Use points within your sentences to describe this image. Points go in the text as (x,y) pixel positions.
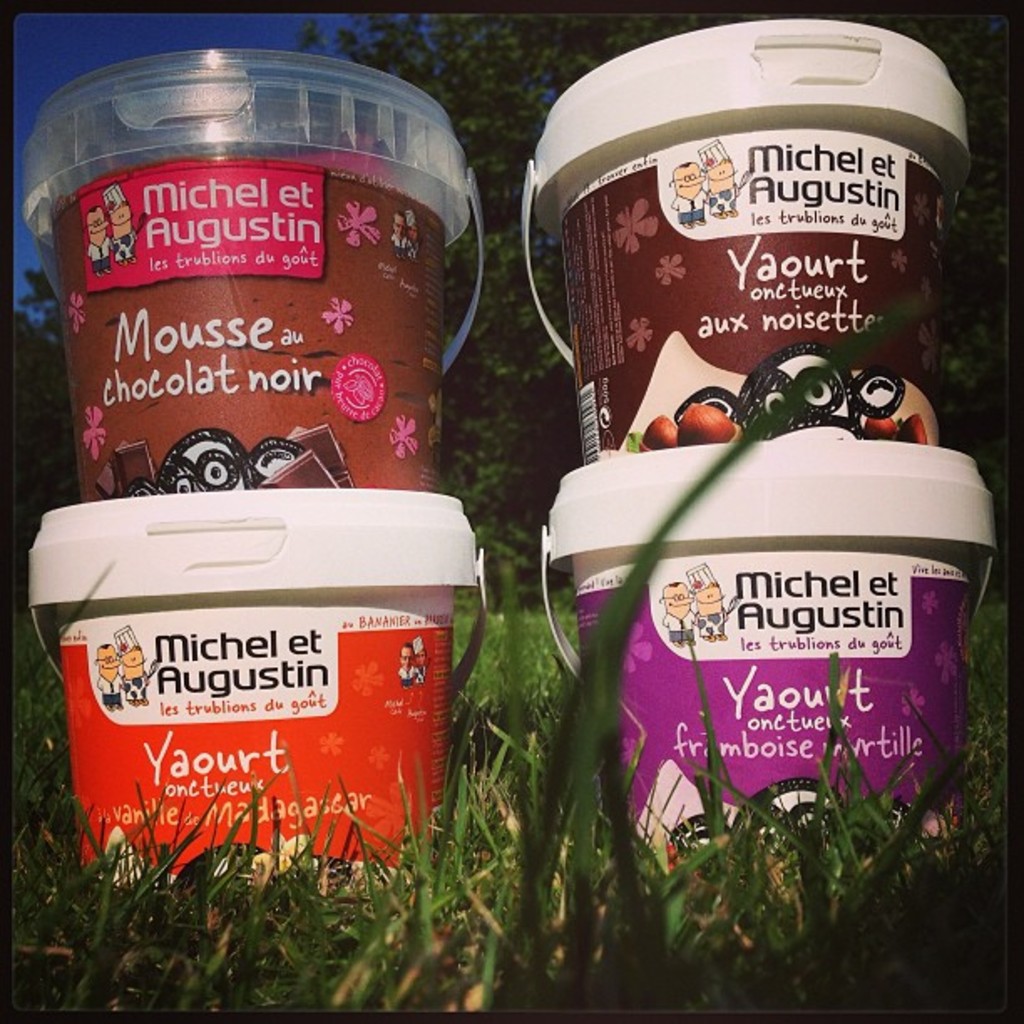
In this image few buckets (880,437) are on the grassland (594,919). Buckets (291,466) are kept one upon the other. Background there are few trees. Left top there is sky (106,60).
